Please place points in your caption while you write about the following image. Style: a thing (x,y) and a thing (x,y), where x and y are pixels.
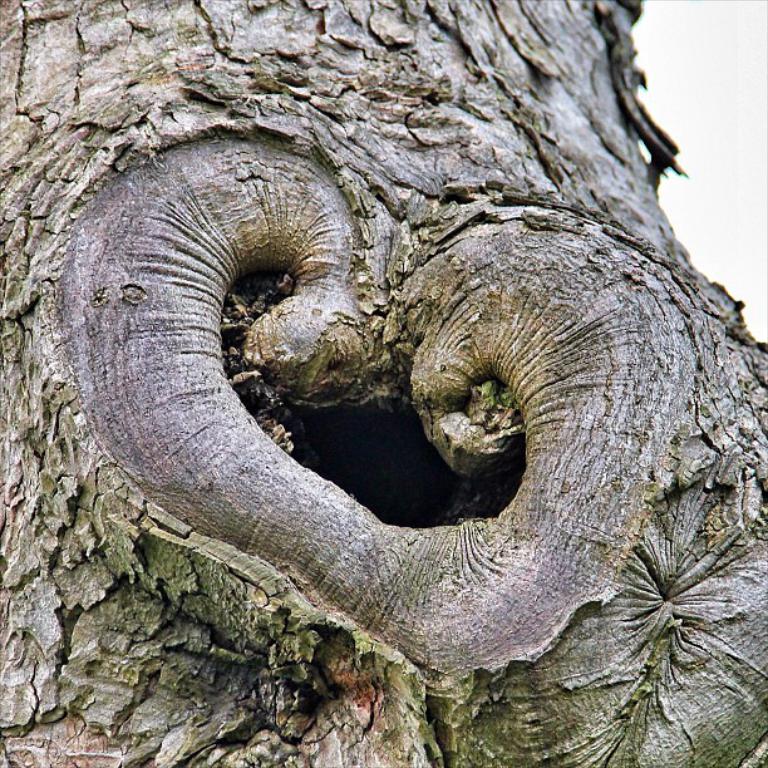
In this image we can see a hole (343,449) on the bark (551,464) of a tree (564,619).
